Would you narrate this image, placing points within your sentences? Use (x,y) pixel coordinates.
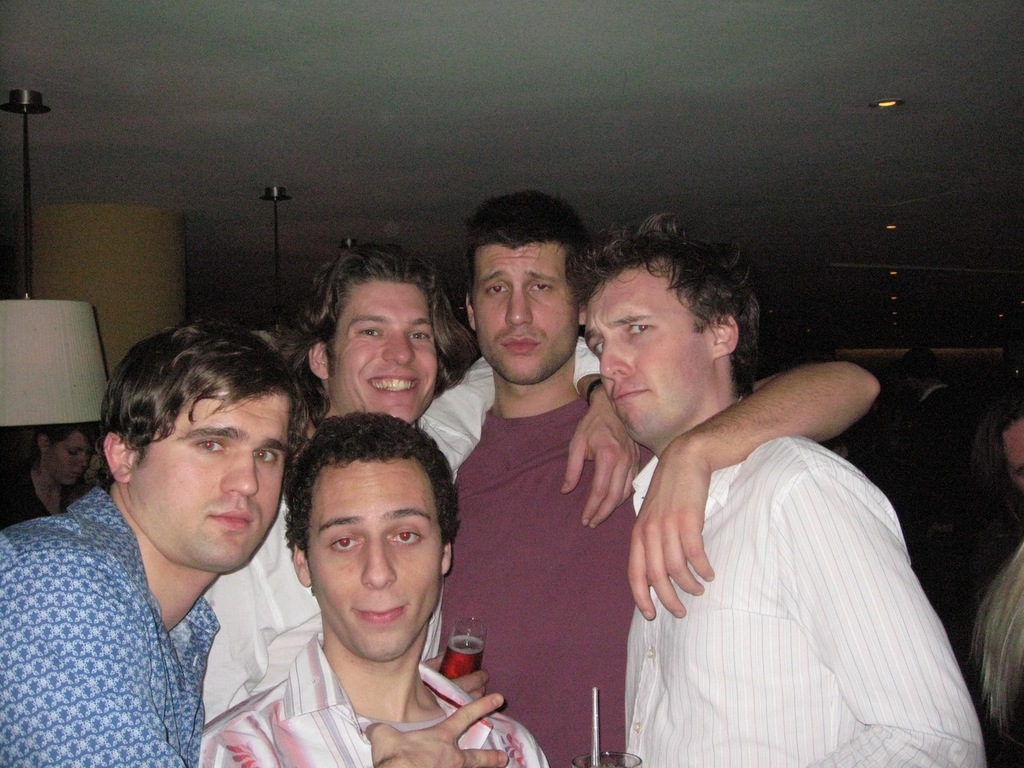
In this image, there are a few people (428,427). We can see some objects (1,320) attached to the roof (339,92). We can also see some lights (1,320).
